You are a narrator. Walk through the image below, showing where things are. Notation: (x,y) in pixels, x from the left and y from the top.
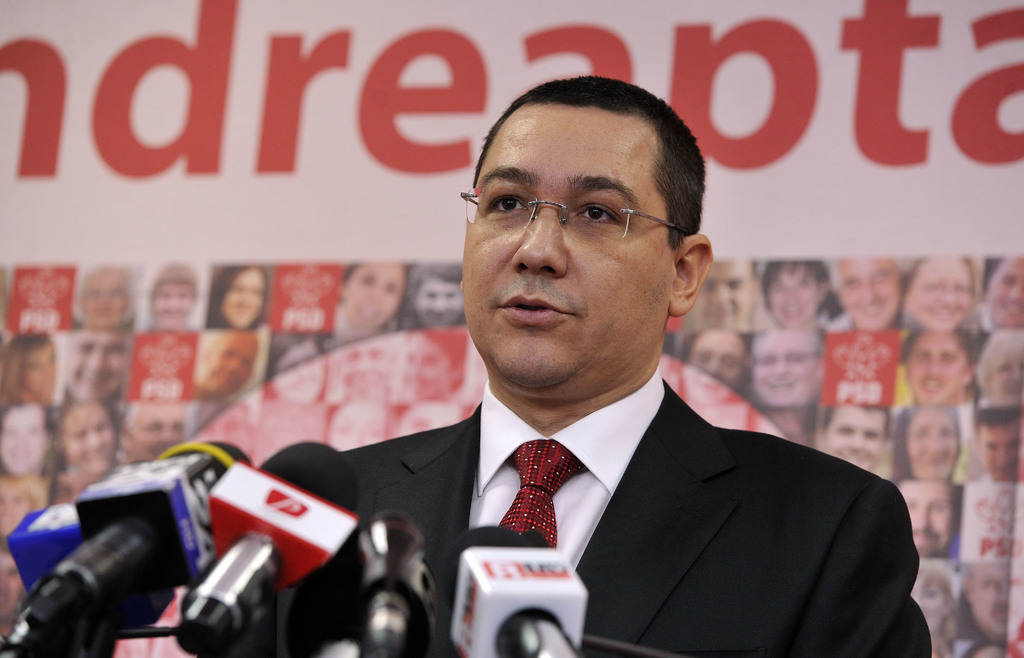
Here in this picture we can see a person (681,468) wearing a suit (652,467) standing over a place and speaking something in the microphones (267,533) present in front of him and we can see he is wearing spectacles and behind him we can see a banner (701,320) present.
